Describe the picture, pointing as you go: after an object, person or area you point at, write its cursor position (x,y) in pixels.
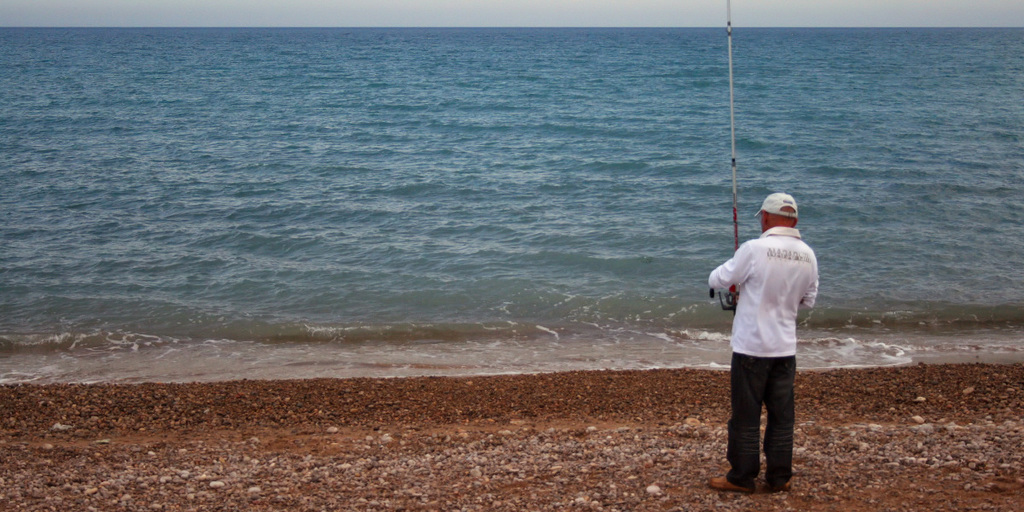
Right side of image (810,294) there is a person (750,321) wearing a white shirt (756,308) and he is standing on the land (859,451). He is holding a stick (728,41) in his hand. He is wearing a cap (771,208). Before him there is water (396,295) having tides (459,41). Top of image (580,26) there is sky (582,22).
